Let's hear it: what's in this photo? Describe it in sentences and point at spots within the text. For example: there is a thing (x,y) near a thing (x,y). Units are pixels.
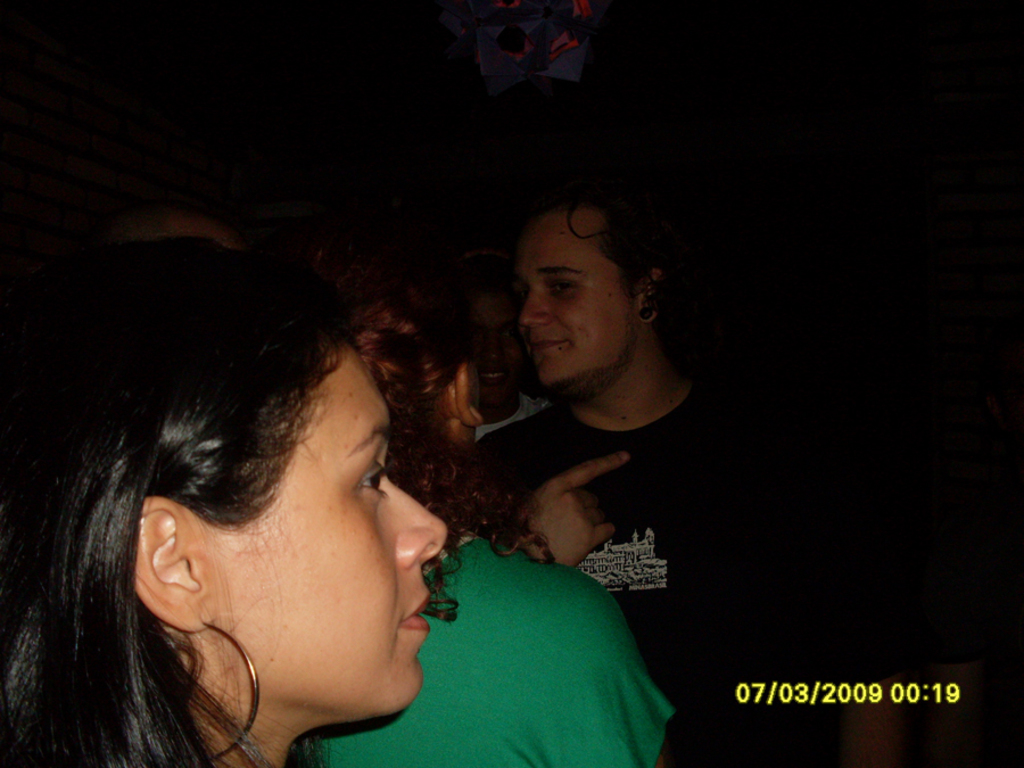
In this picture there are people (400,729) on the left side of the image (133,459).
